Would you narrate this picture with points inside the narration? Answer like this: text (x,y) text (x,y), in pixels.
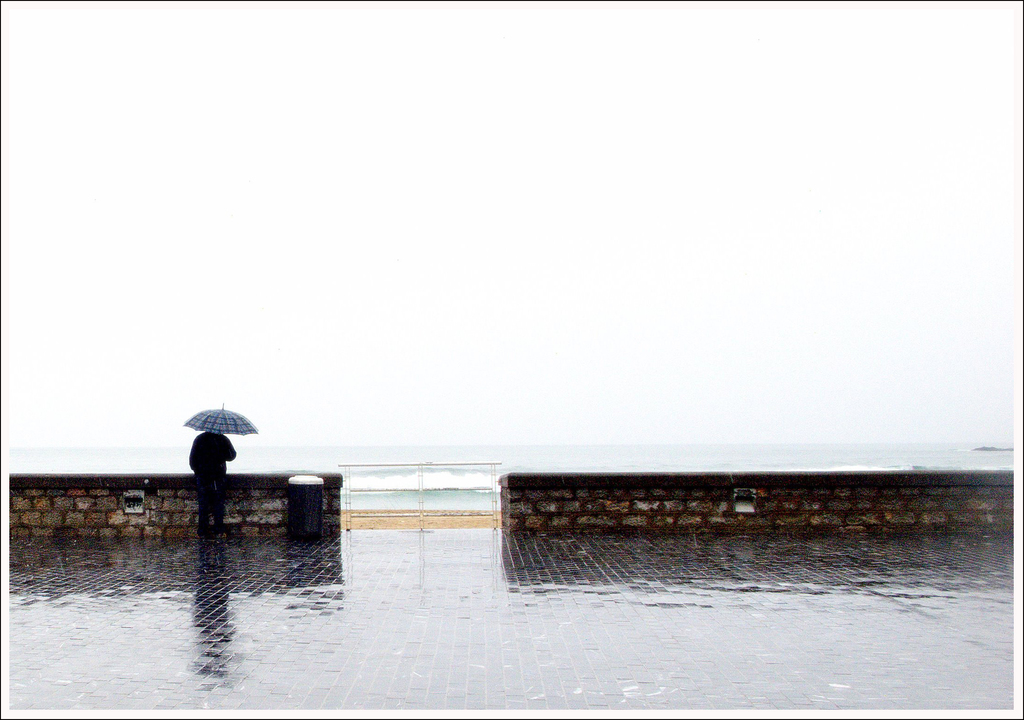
In this image we can see a person (216,493) standing on the floor (201,547) and holding umbrella (228,426) in the hands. In the background (664,353) we can see sea (428,446), sky (449,442), walls (702,496) with cobblestones (687,504) and a bin (292,504).
